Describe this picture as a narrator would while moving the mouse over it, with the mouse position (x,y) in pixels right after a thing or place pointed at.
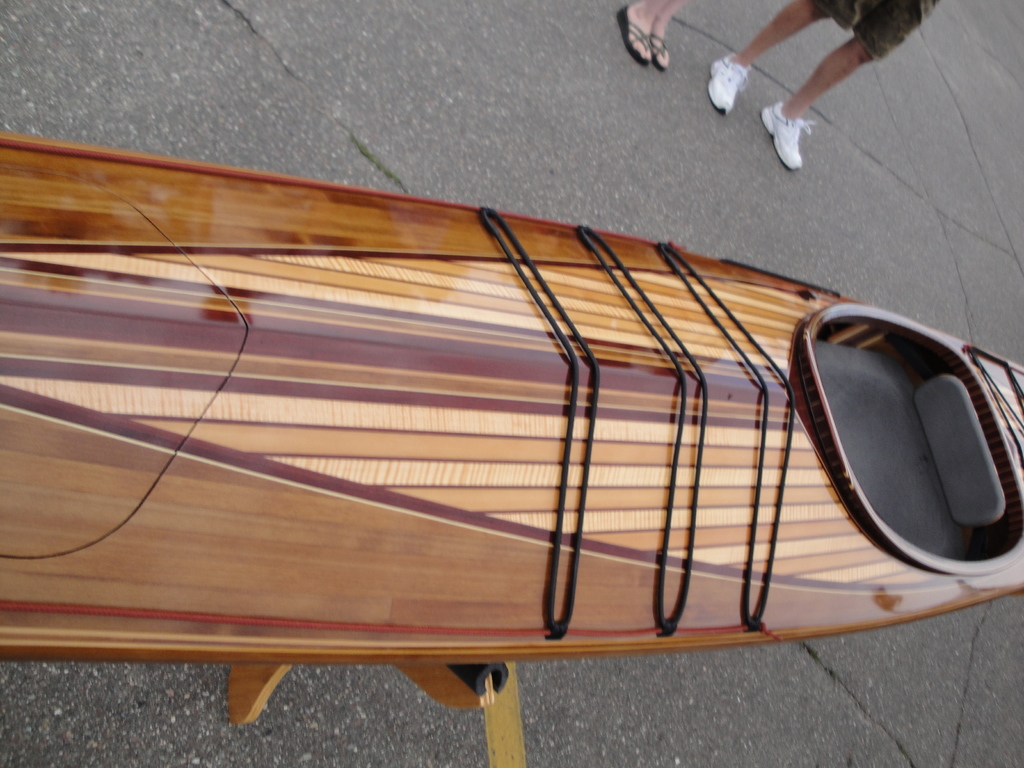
In the image there is a vehicle (372,515) made up of wood (635,377) and in between the vehicle (810,434) there is a seat (879,424) and beside the vehicle (779,354) there are two people (715,78) standing only the legs (646,27) are visible of the people (781,107).
